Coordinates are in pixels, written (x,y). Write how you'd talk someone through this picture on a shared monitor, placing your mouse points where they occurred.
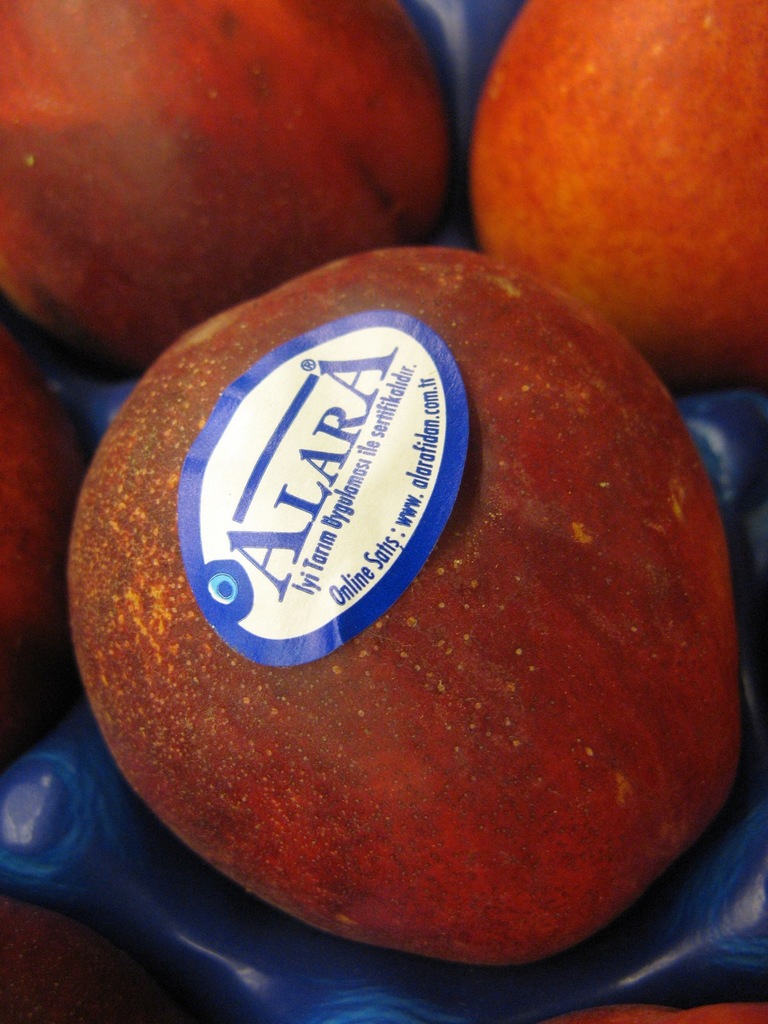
In this image, we can see nectarines (640,287). There is a sticker (312,472) on the nectarine (466,555) which is in the middle of the image (460,601).
